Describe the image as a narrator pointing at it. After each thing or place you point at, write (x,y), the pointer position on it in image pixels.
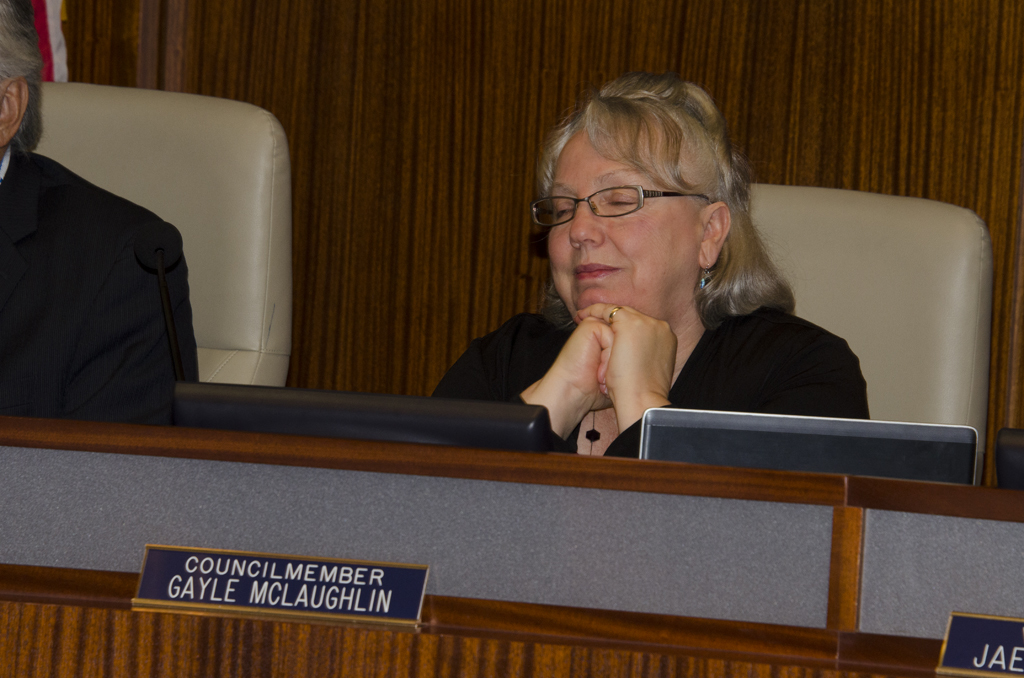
In this picture, we see two people (545,306) are sitting on the chairs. The woman (586,197) in the black dress (725,351) is wearing the spectacles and she is smiling. In front of her, we see a table (607,479) on which laptops (835,463) are placed. We even see name boards (314,571) are placed on the table (181,638). This table (309,650) is in brown color. In the background (392,65), we see the brown wall (399,84) or a cupboard (422,90).
